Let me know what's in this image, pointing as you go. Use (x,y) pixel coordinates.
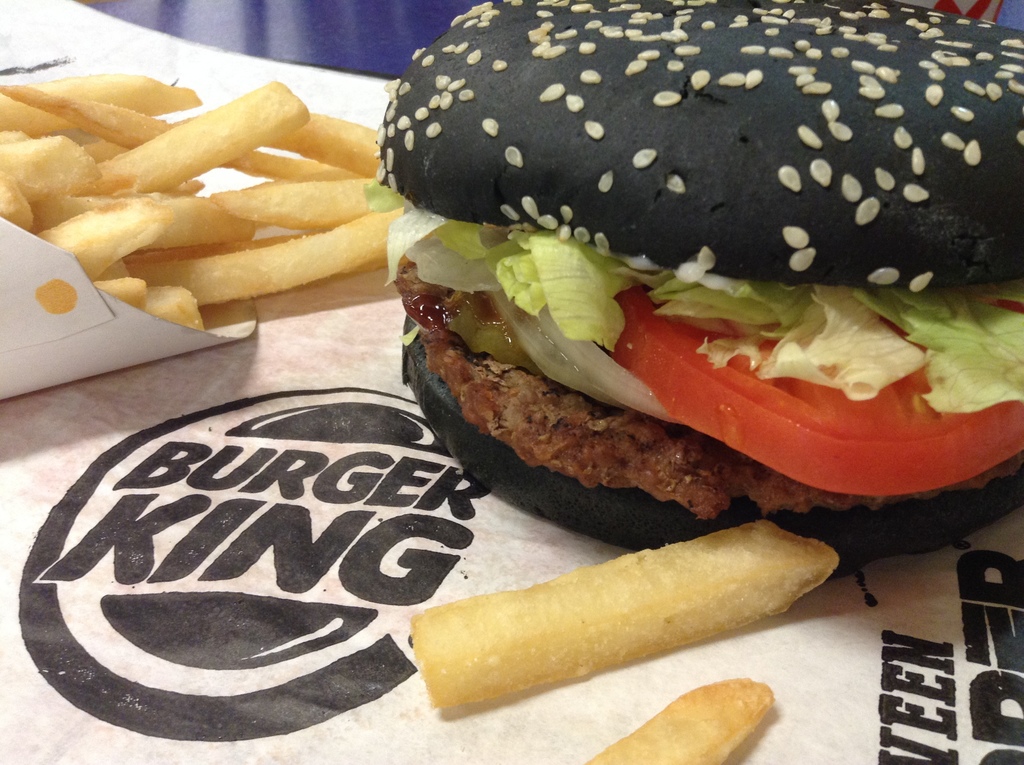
In this picture I can see there is a burger (670,173) with some sesame seeds (675,189) and it has a tomato slice (777,382), a onion slice (609,374) and some stuffing (506,385) with sauce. There is a white wrapper (303,458) placed on the tray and there is a logo (215,535) on it.
